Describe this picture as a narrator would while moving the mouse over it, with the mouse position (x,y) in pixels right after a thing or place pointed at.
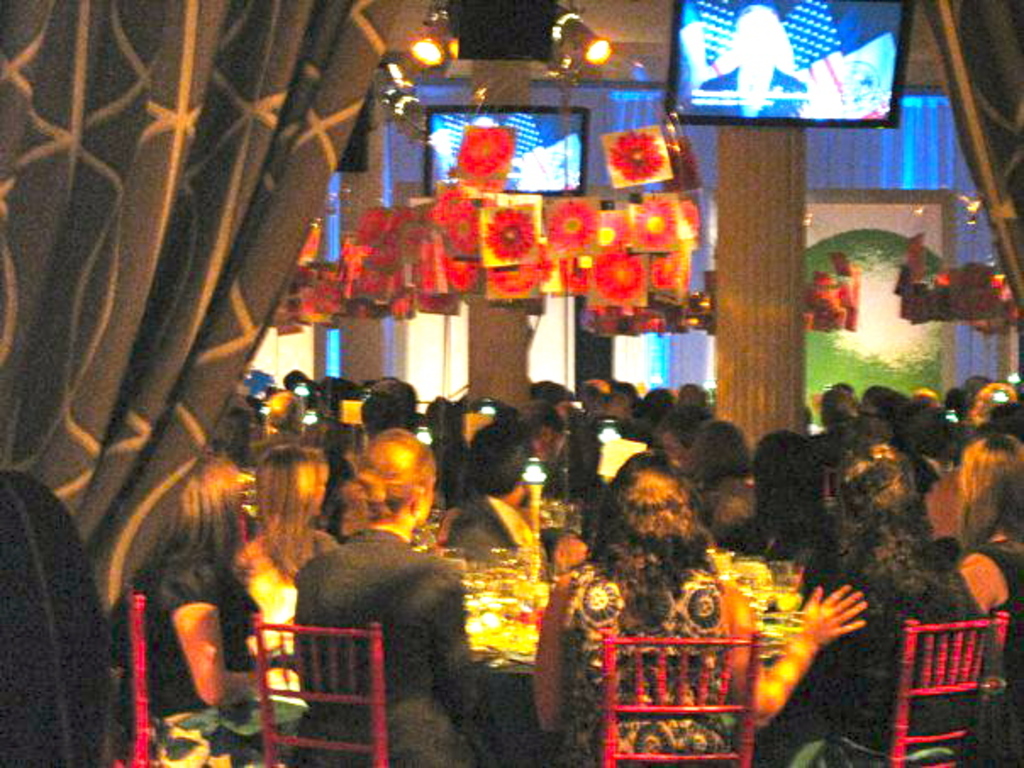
This pictures looks like a party. We see few people (332,590) seated on the chairs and we see tables (510,562) with some food items (479,596) on it and we see couple of televisions (681,78) and few lights (562,48) and we see papers (667,283) hanging and couple of curtains (992,29).
